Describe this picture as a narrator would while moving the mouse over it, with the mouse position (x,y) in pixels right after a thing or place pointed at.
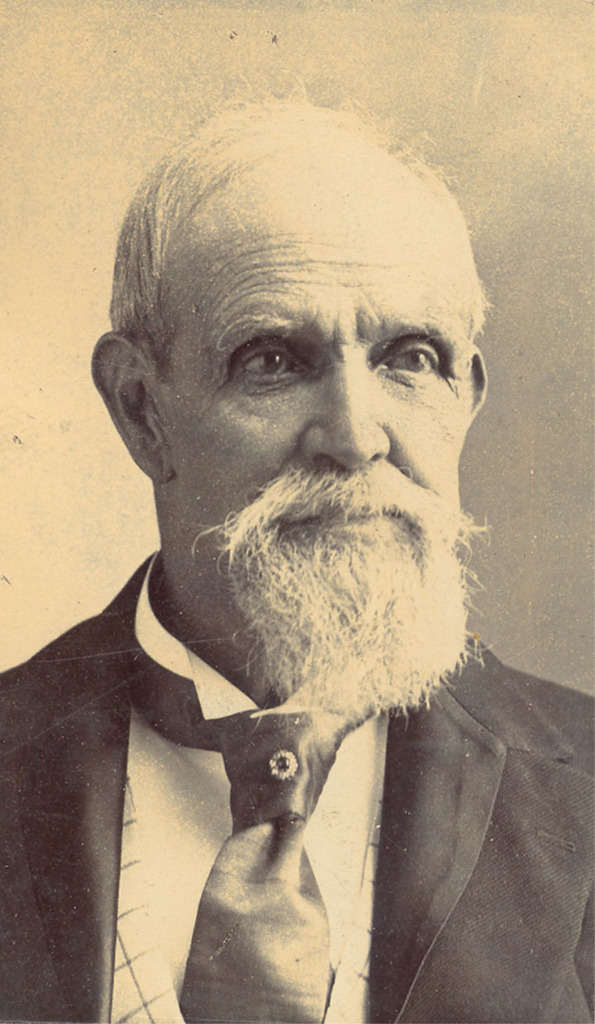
In this image I can see a person (184,594) wearing blazer (517,825) and tie (178,679), and the image is in black and white.
